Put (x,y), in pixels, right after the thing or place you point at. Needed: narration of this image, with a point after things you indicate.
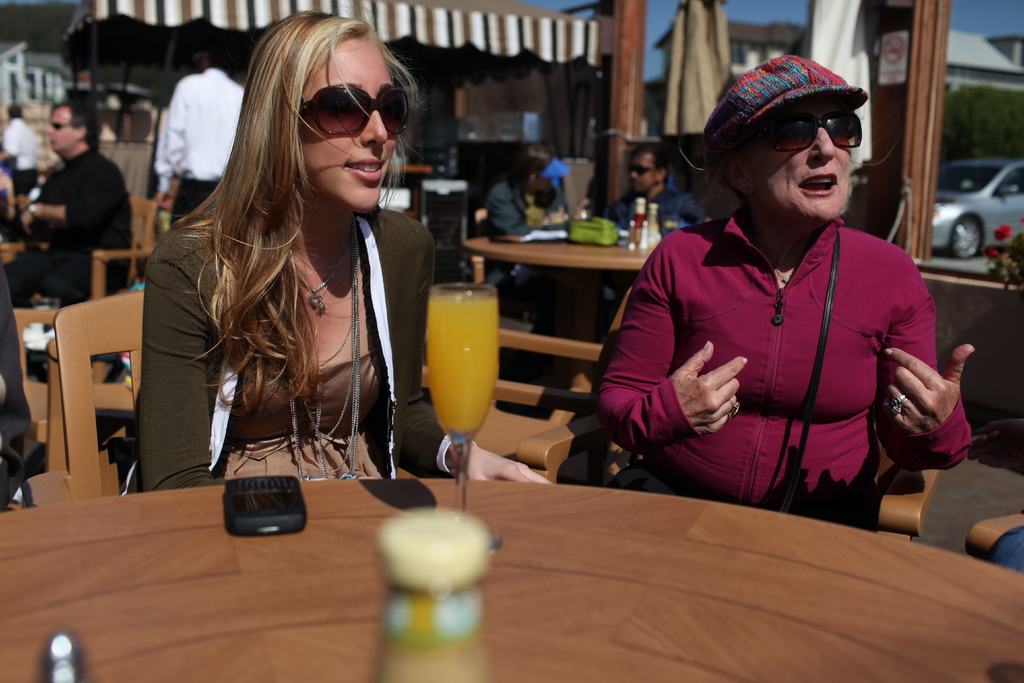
It is a restaurant (574,246), there are two women (390,347) sitting in front of the table (226,642), there is a glass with juice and a mobile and a bottle (390,533) on the table (501,617). First woman (745,427) who is wearing pink jacket (805,302) is speaking something, the woman (254,305) sitting to the left (328,297) is smiling behind these two people (384,275) there also other people (54,138), in the background (998,222) there is a car (975,182), a sky (985,26), building (970,73), few clothes (811,0) hanged and a wooden pole (623,97).
